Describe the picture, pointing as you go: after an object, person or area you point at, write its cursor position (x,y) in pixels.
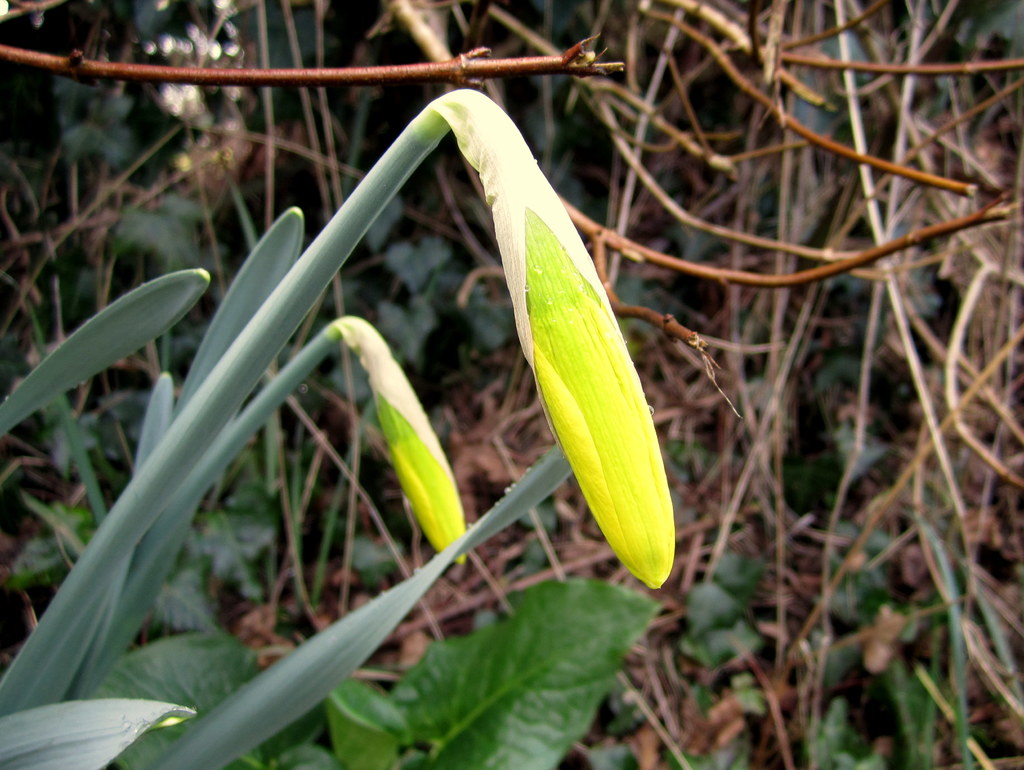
In this image we can see buds (575,359) to the plants (418,417) and there are few plants (863,521) in the background (228,93).
